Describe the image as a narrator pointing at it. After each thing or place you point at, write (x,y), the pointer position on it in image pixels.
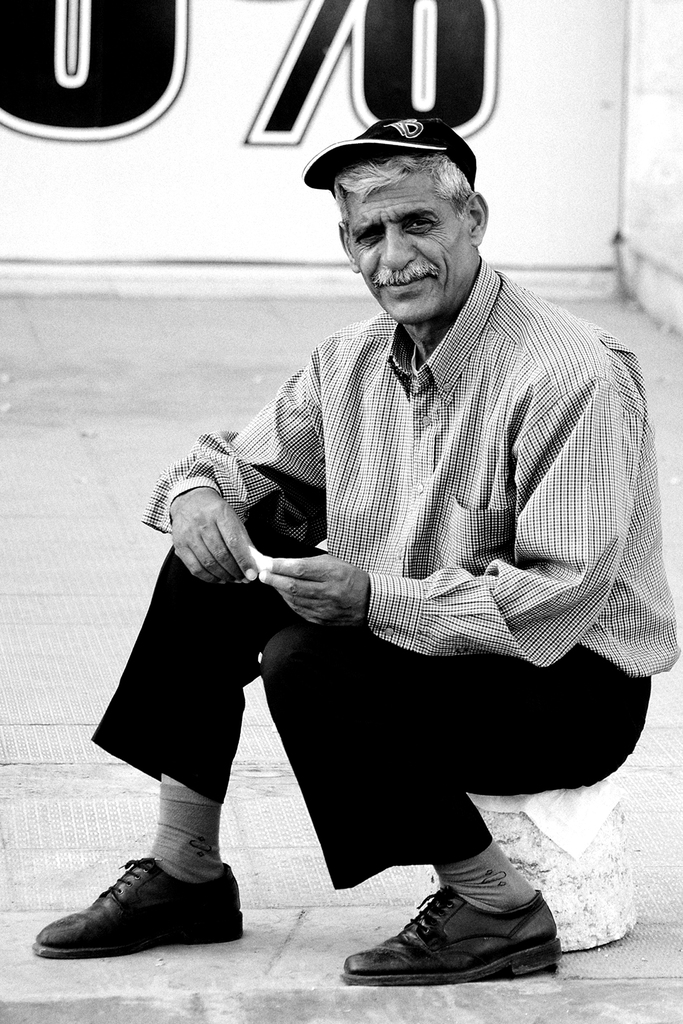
In this image an old man (437,504) is sitting on a stone (555,847). He is wearing a cap (326,184). In the background (607,103) there is wall (592,86).
